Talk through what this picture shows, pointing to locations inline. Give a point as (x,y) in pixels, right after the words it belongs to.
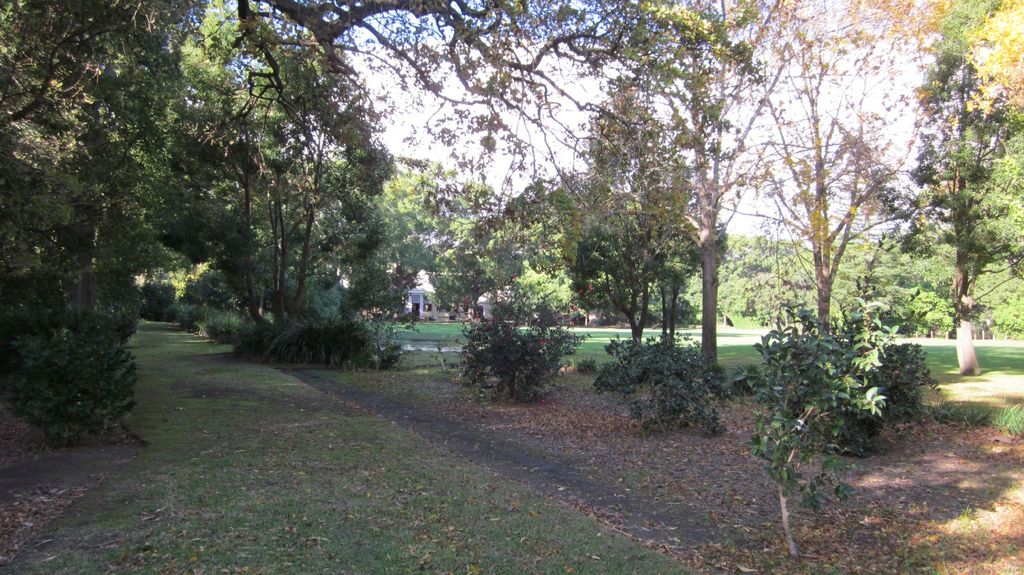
In this image we can see trees (247,197), shredded leaves (764,501) on the ground (360,410), bushes (497,372), buildings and sky (913,186).
